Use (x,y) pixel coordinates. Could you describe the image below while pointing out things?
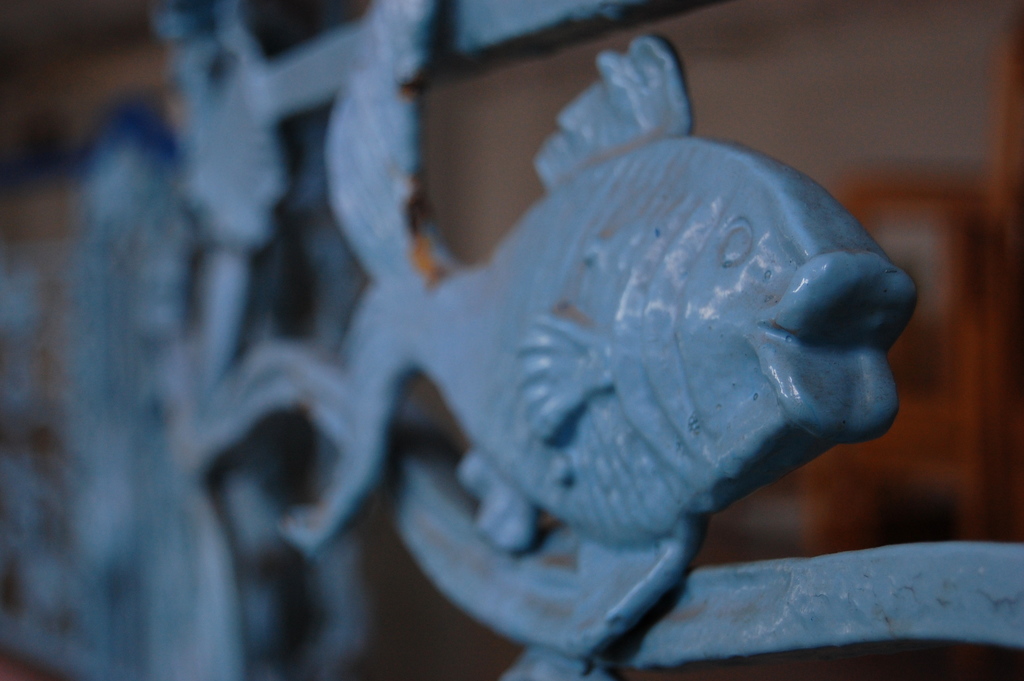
In this image we can see a sculpture (831,420) of a fish (639,352). Background (821,12) it is blur.
